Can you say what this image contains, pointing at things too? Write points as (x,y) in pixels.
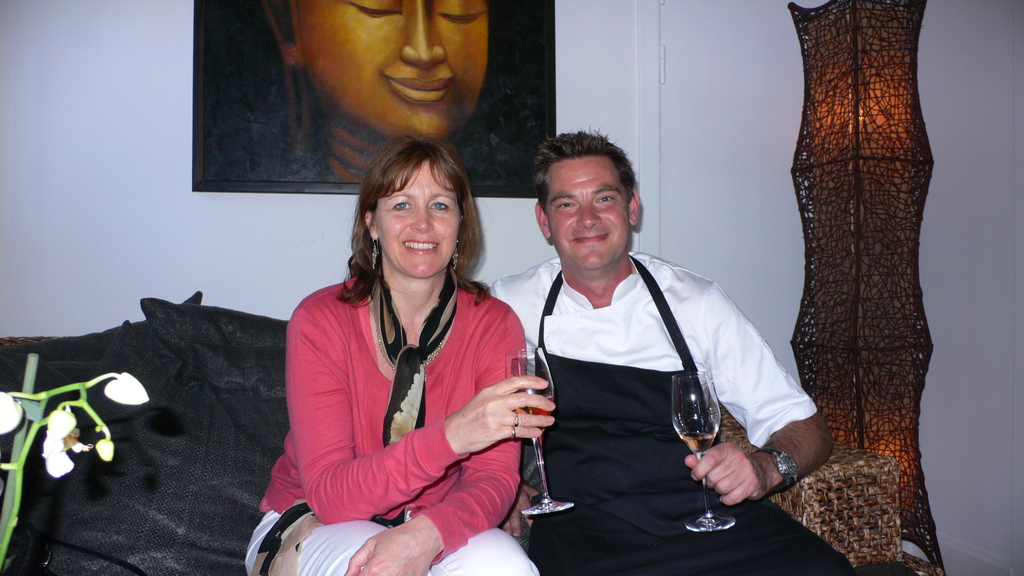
In the center (638,298) we can see two persons (553,323) were sitting on the couch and they were smiling and they were holding wine glasses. In the background (203,197) there is a wall (194,226) and photo frame (340,91).
